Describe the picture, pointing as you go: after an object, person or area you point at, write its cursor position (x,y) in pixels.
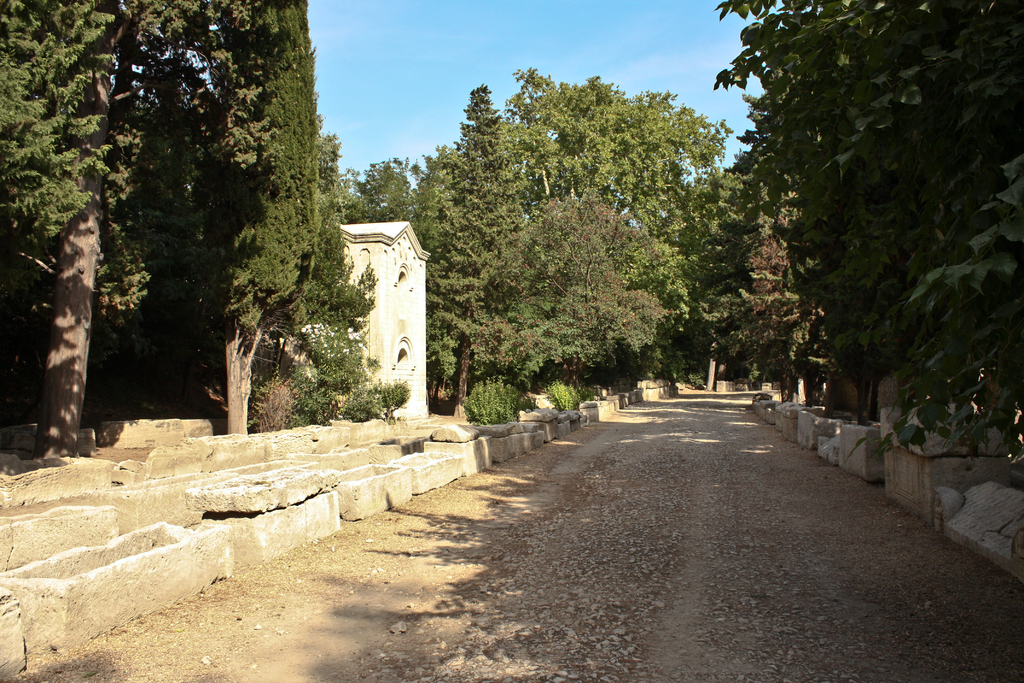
In this image we can see many trees (698,228). There is a road (768,580) in the image. There is a house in the image. There is a clear and blue sky (540,27) in the image.
